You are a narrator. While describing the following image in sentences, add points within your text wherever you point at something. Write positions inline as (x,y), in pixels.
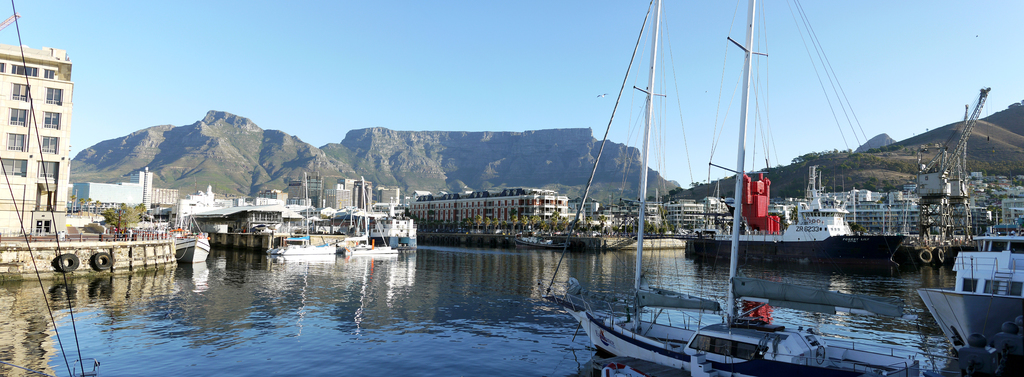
This is an outside view. At the bottom of this image (184,320) I can see the water (488,357) which is looking like a sea (367,299). On the right side (754,349) there are some boats (757,337) on the water (630,288). In the background (277,204), I can see the buildings (710,204) and hills (289,159). On the top of the image (338,58) I can see the sky (326,67).
